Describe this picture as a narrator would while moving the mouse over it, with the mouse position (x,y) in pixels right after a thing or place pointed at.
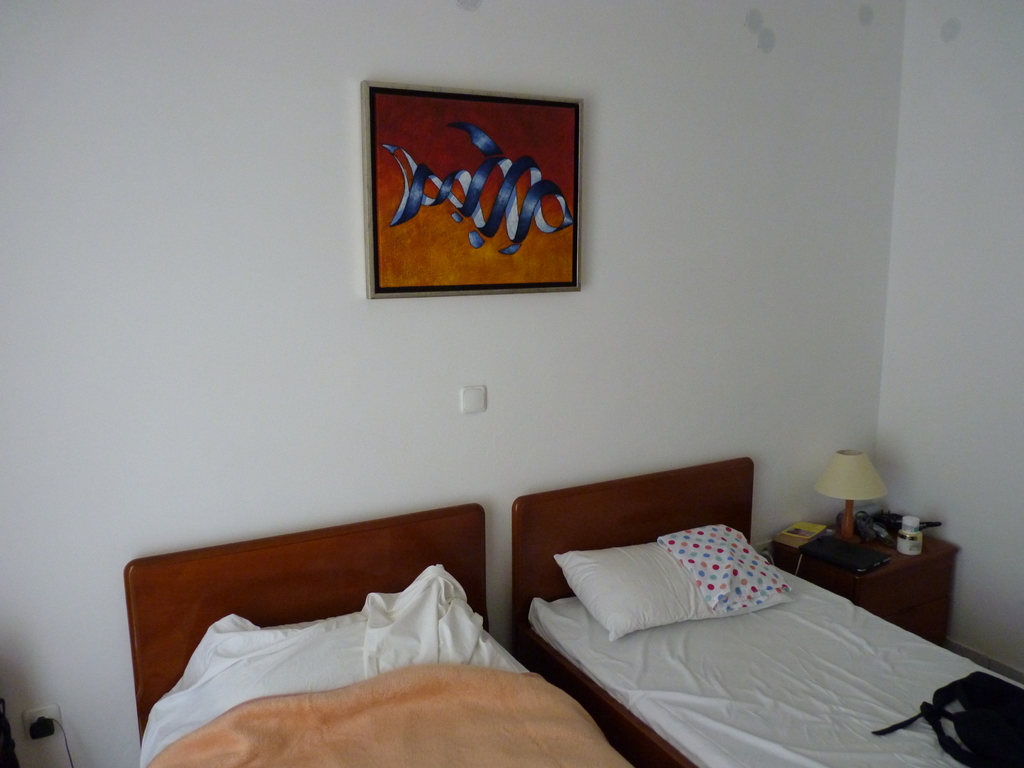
In this picture we can see beds (770,631). This is pillow (652,603). On the background (762,263) there is a wall (597,202) and this is frame (518,268). Here we can see a lamp (848,465) on the table (923,610).
